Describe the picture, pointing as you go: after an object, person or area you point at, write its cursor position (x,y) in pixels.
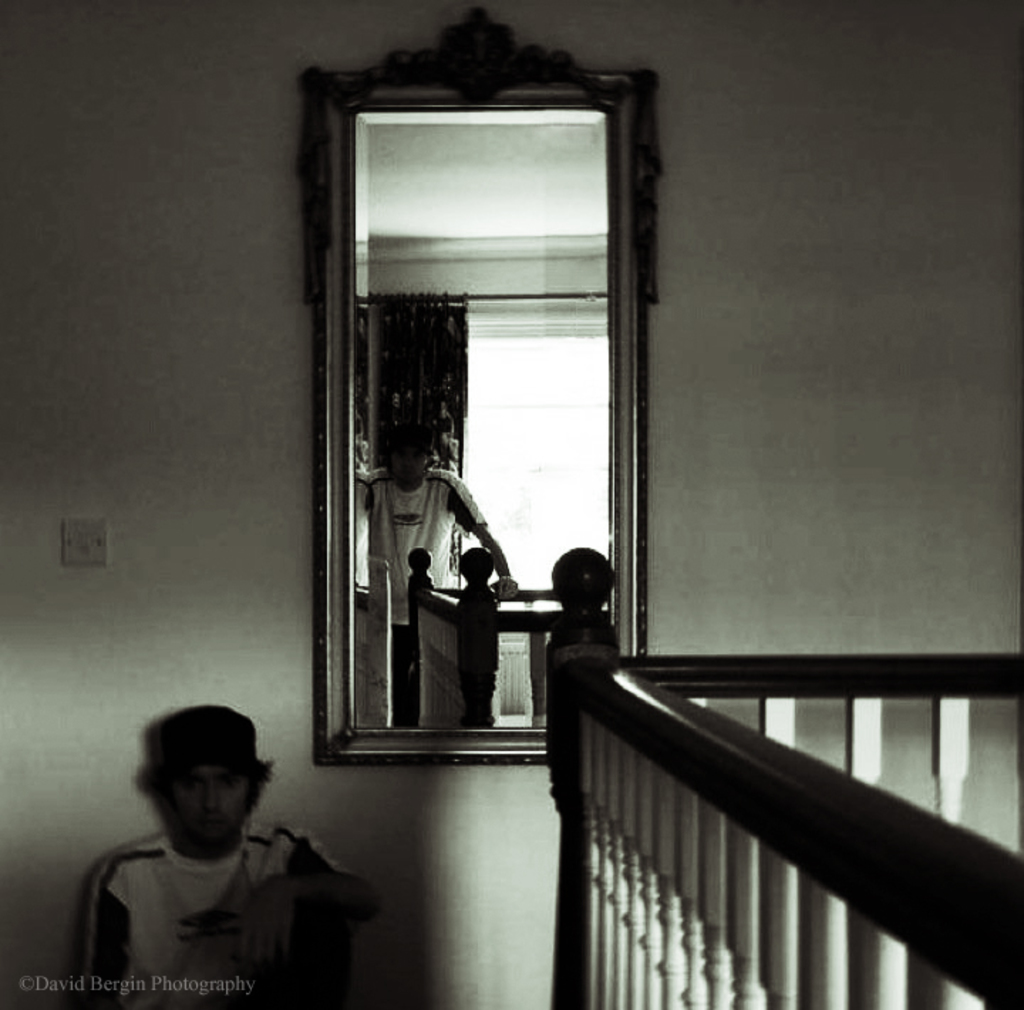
In this image there is a mirror (493,40) at the center (405,434) which reflect the person (423,431) standing and holding a railing (440,653), behind him there is a curtain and a window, to the left corner (270,922) a person (324,917) is sitting on the ground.
